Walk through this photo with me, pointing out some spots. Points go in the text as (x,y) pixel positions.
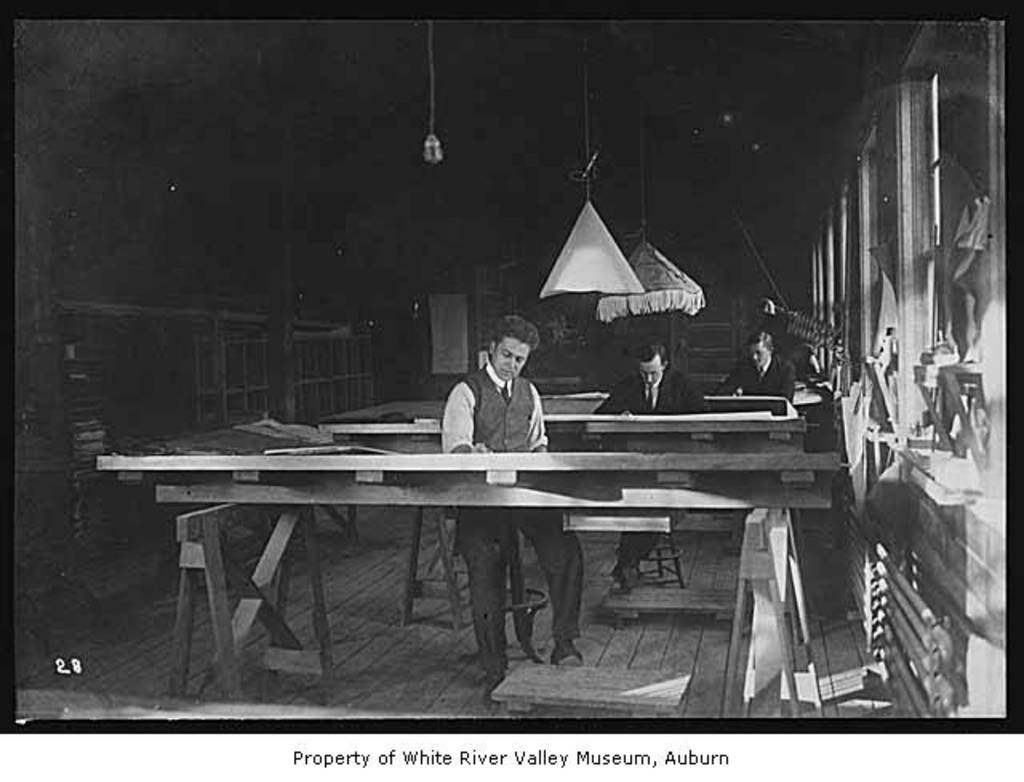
In the picture there are three man (477,407) sitting on the chairs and doing work on the table (582,447). In the background (368,345) there is a dark in color and it is a wooden floor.
